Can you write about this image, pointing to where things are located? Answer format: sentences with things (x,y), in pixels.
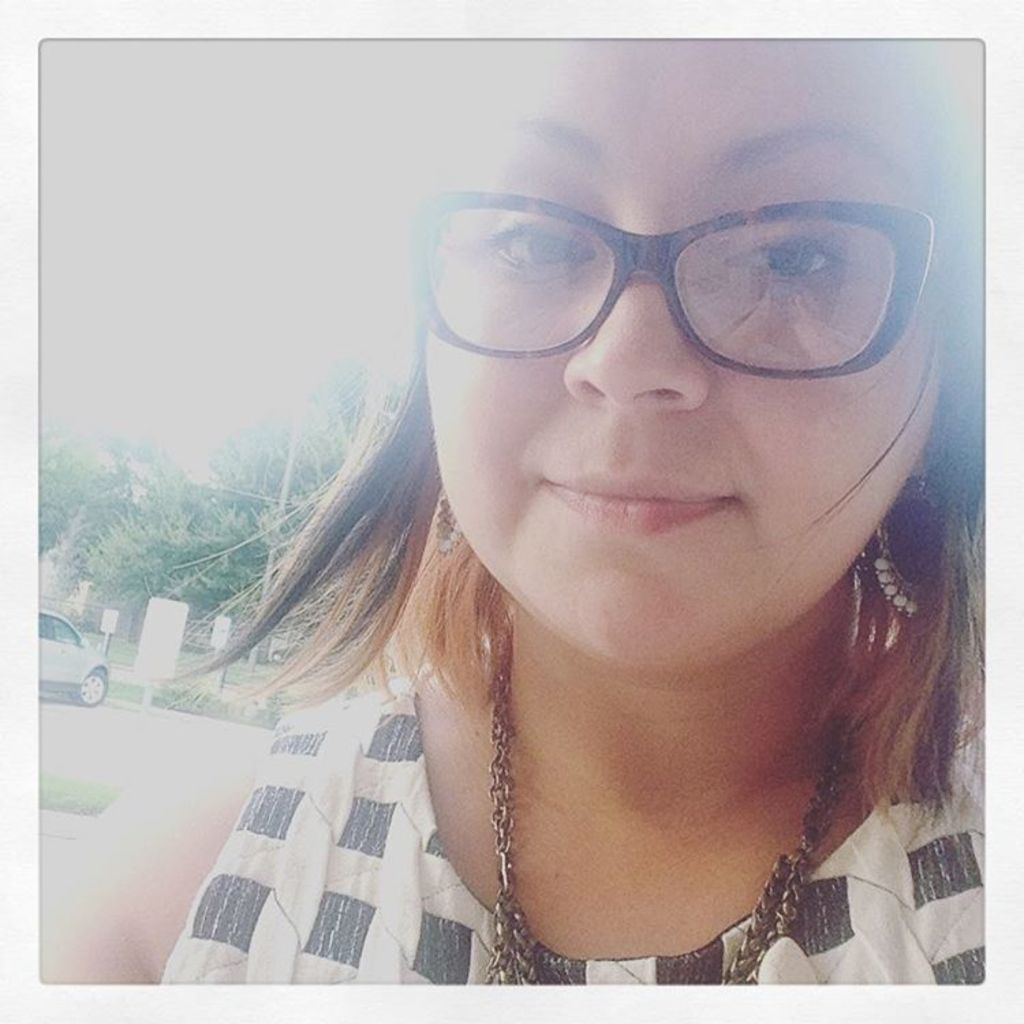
In this image I can see a woman (965,347) in the front (973,353). She is wearing spectacles (438,218). There is a car (55,638), boards (112,618) and trees (191,495) at the back (183,540).
